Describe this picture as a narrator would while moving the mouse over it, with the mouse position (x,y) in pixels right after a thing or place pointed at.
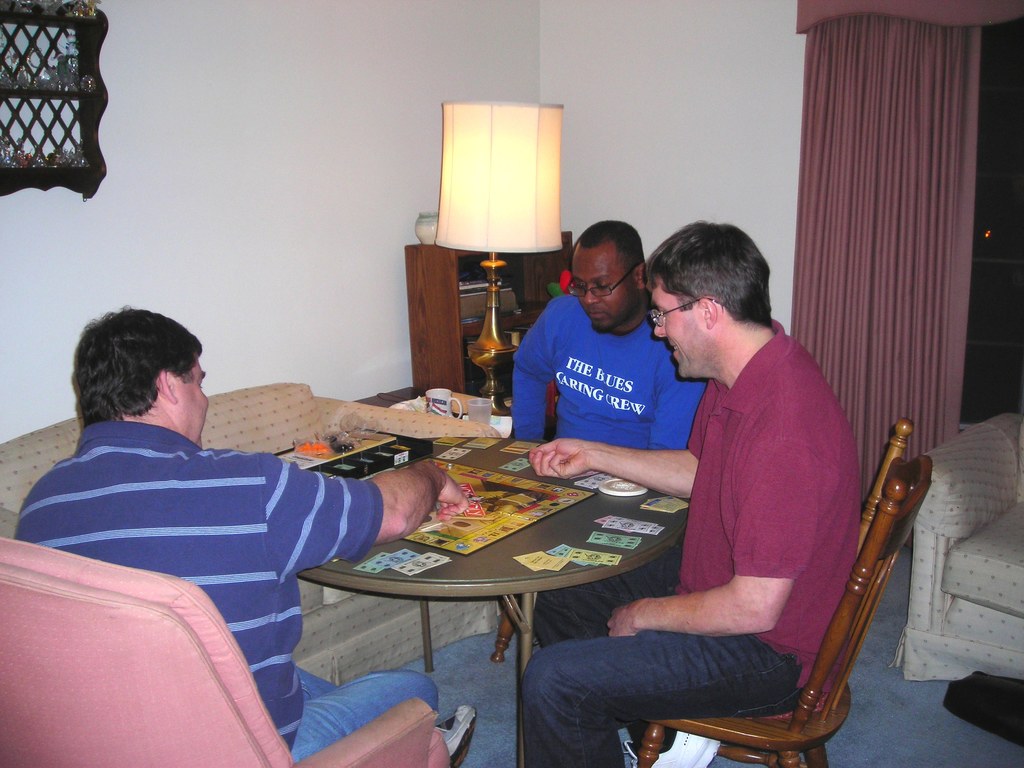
In this picture we can see three man (666,372) sitting on chair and in front of them there is a table (623,506) and on table (561,539) we can see cards (614,521) and beside to them there is sofa (338,417), cup (427,404), glass lamp (492,232), rack (434,285), wall (346,154), curtains (883,282).
